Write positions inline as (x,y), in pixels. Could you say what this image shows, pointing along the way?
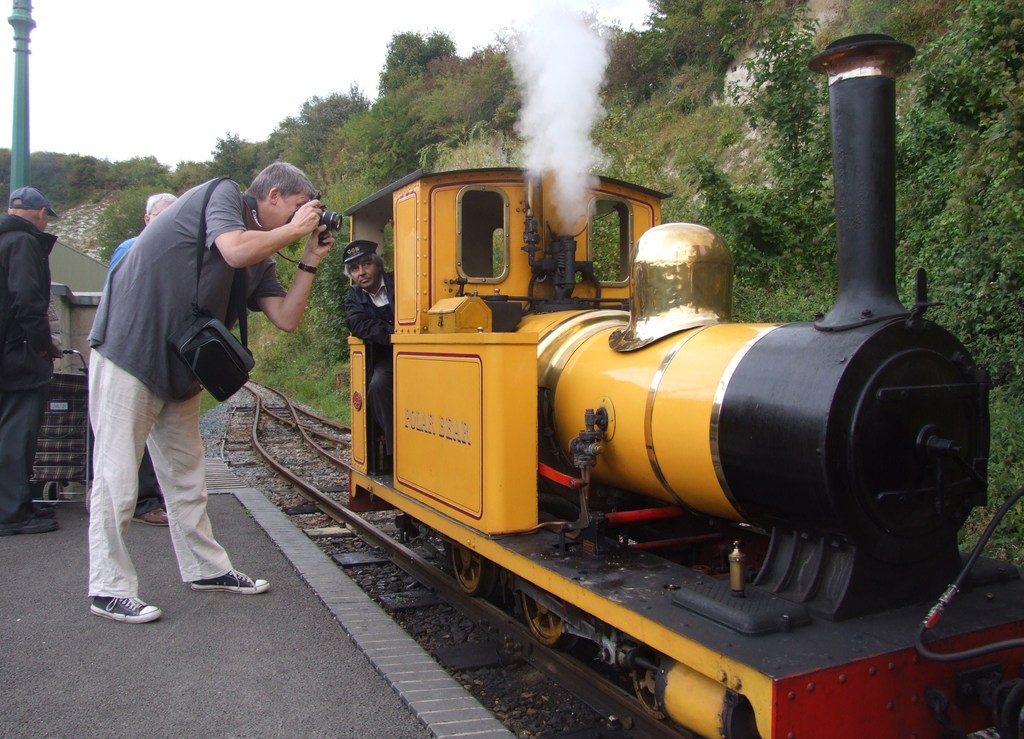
In this image we can see a person (384,379) sitting inside a locomotive (461,403) which is on the track (430,552). On the left side (150,404) we can see some people (156,421) standing on the platform (224,507). In that a man (154,435) wearing a bag (201,369) is holding a camera (336,222). We can also see a group of plants (759,157), trees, a pole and the sky (222,77) which looks cloudy.
